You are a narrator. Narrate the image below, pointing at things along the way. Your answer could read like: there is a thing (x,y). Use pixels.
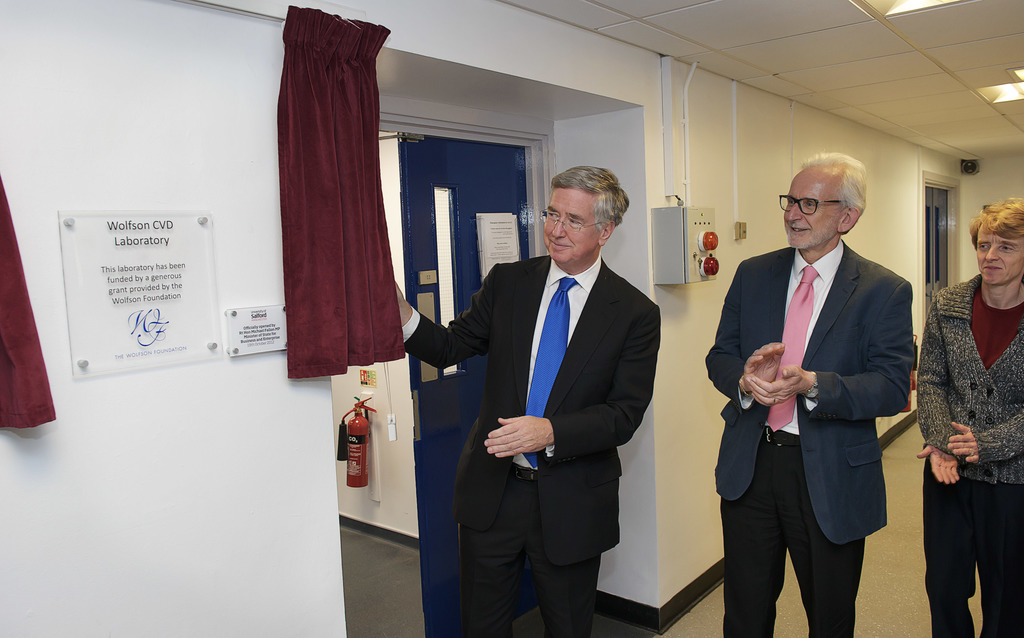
This is inside view. On the right side (844,322) there are three persons (977,360) standing and smiling by looking at the board (161,287) which is attached to the wall (32,249) on the left side (91,289). Beside the board (197,274) I can see the curtains (324,266). In the background (705,228) there is a metal box (683,243) attached to the wall (702,155). At the back of these people (601,318) there is a door (463,186). At the top (1001,91) there are few lights (882,8).
